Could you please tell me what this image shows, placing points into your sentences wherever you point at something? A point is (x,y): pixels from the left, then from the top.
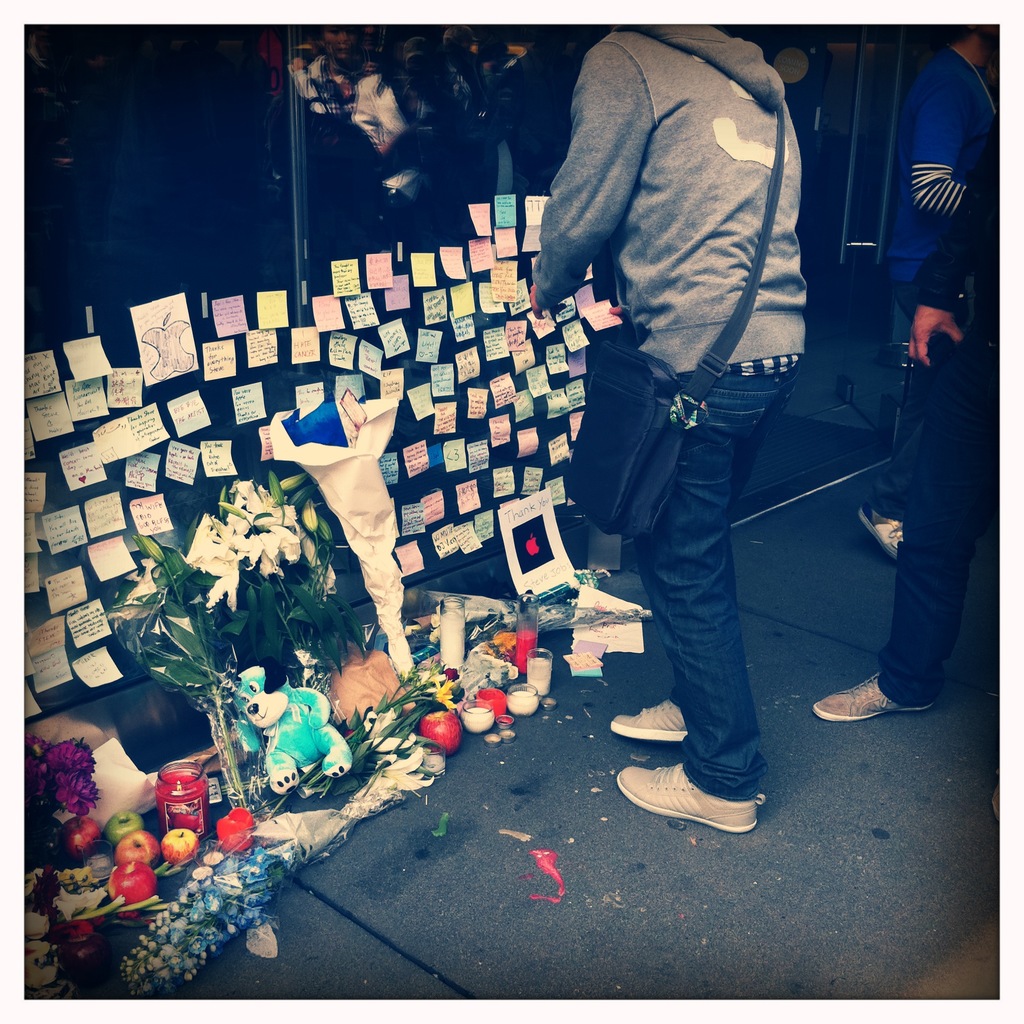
This picture shows many sticky notes (471,497) on the glass (104,209) and we see flower vase (206,635) and a toy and fruits (66,833) and papers (546,530) on the floor (352,865) and we see a man (693,579) standing and he wore a bag (738,334) and we see couple of them (895,665) standing on the side.
